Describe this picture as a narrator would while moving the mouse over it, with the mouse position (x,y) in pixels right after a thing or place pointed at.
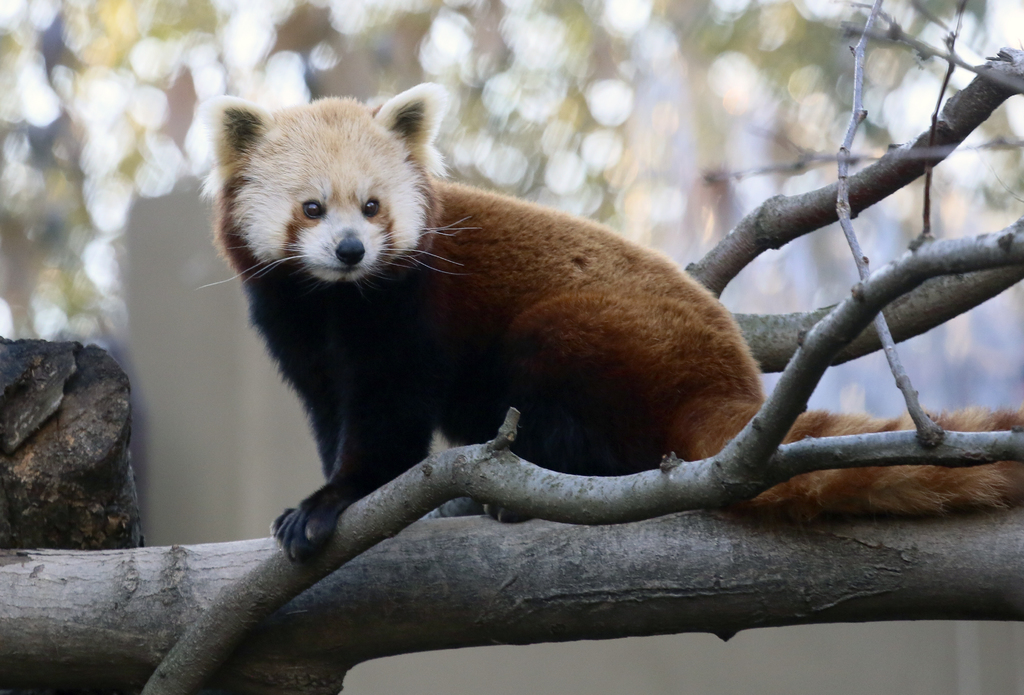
In this picture we can observe an animal (382,273) which is in white and brown color. This animal (534,335) is on the tree branch (472,561). In the background (586,111) it is completely blur.
